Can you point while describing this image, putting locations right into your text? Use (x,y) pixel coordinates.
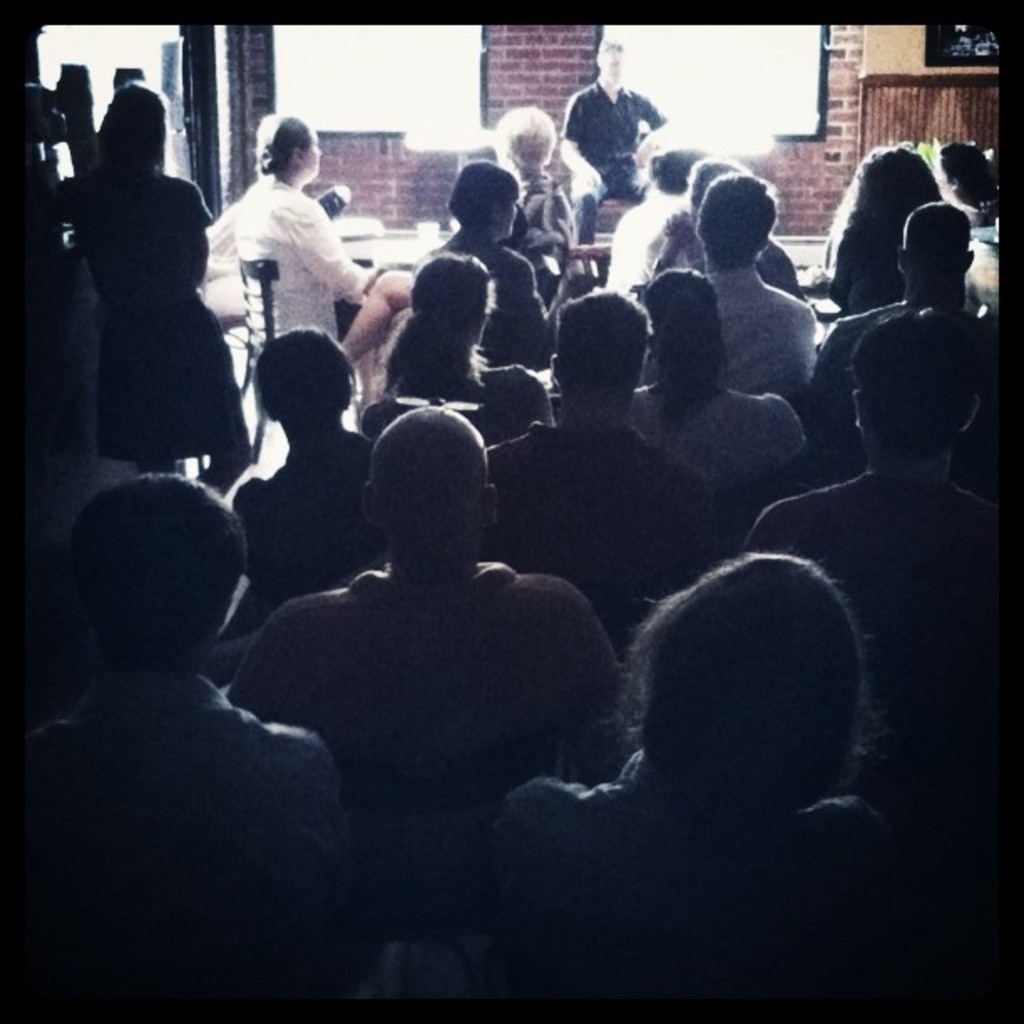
This picture consists of group of persons (847,461) and some persons (152,288) are standing and persons (212,250) are sitting in the chair (600,207), at the top (550,41) I can see the wall (853,71) and screens (740,72) attached to the wall (837,63).
